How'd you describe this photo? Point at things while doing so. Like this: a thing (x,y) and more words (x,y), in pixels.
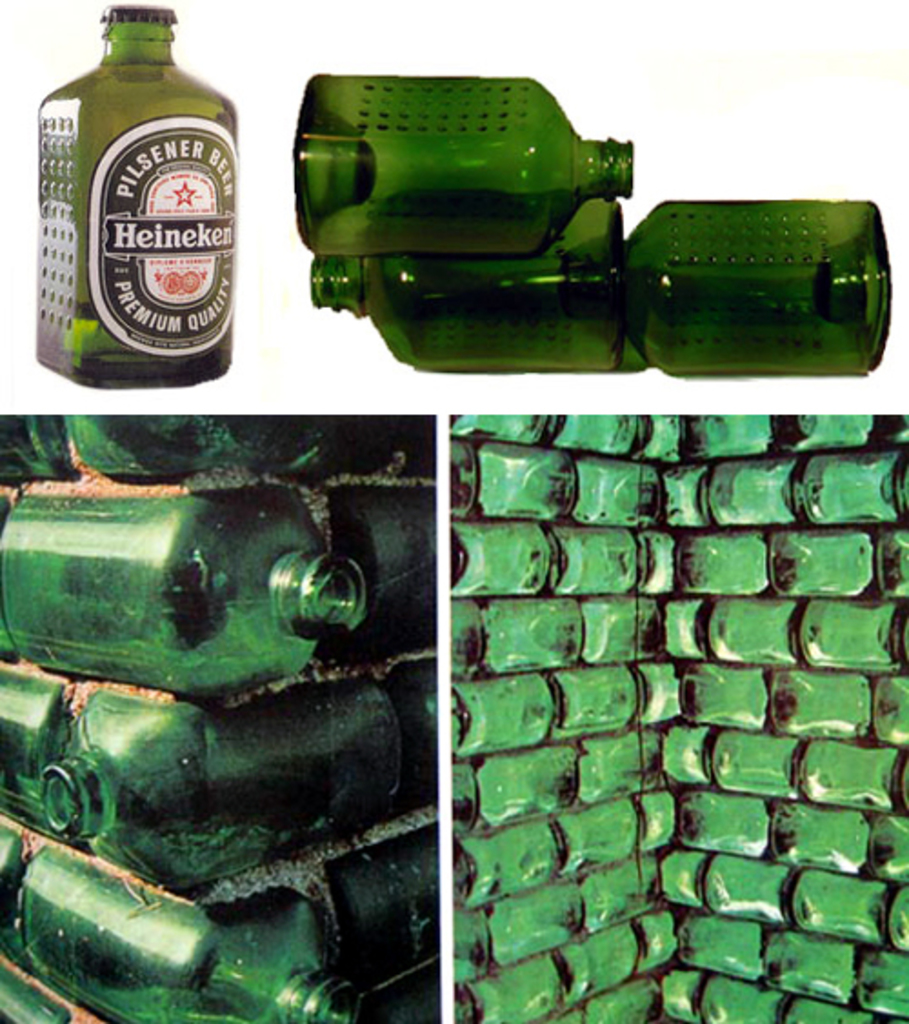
In this image I see collage of pics, in which there are number of green bottles (157,366).
